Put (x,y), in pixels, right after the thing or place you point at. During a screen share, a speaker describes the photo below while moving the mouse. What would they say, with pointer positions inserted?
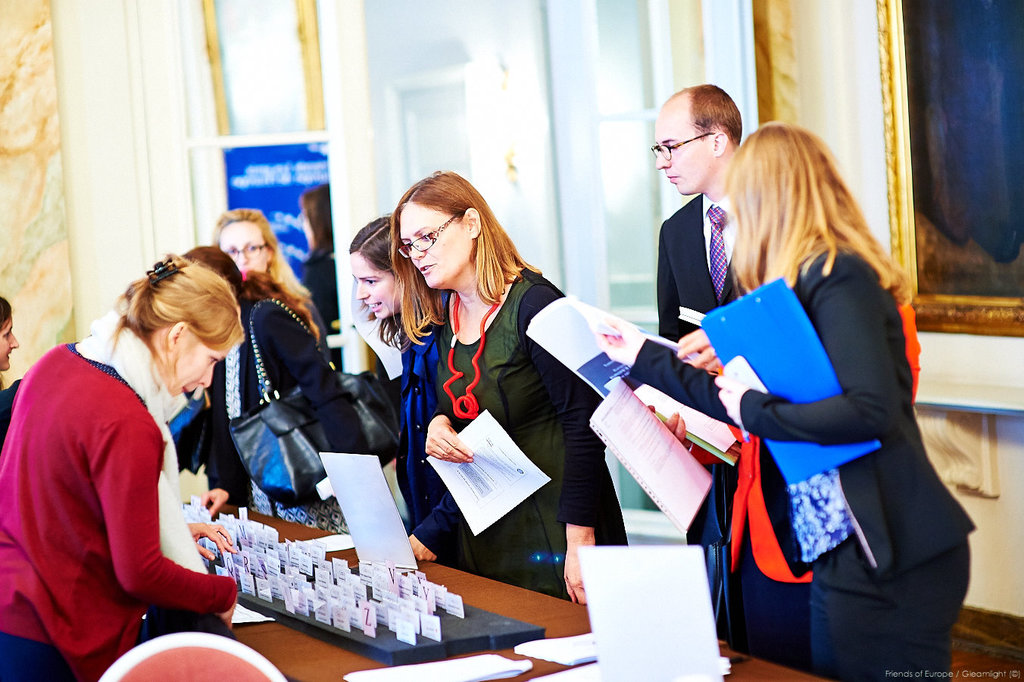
In this picture there are three people (695,210) standing and holding the objects (775,442). On the left side of the image (260,309) there are group of people (326,350) standing. There are objects (251,525) and there are papers (336,572) on the table (322,671) and there is a chair (187,673). At the back (741,61) there is a door (677,59) and there might be a mirror (286,183). On the right side of the image (980,227) there is a frame (952,144) on the wall (853,125). At the bottom right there is text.
